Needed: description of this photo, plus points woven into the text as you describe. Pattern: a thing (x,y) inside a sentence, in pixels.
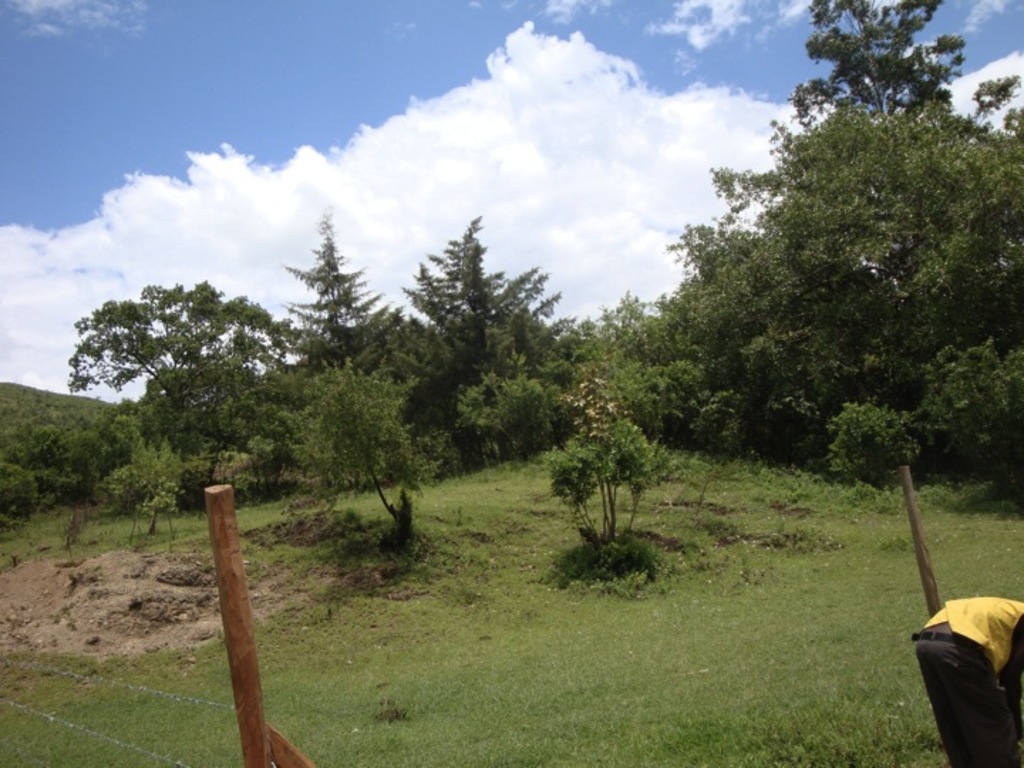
Left bottom of the picture (231,654) there is a fence (264,742). Right bottom there is a person (956,752) standing on the grassland (713,678) having few plants (598,469) and trees (313,318). Top of the image (339,136) there is sky (346,180) with some clouds (346,180).
